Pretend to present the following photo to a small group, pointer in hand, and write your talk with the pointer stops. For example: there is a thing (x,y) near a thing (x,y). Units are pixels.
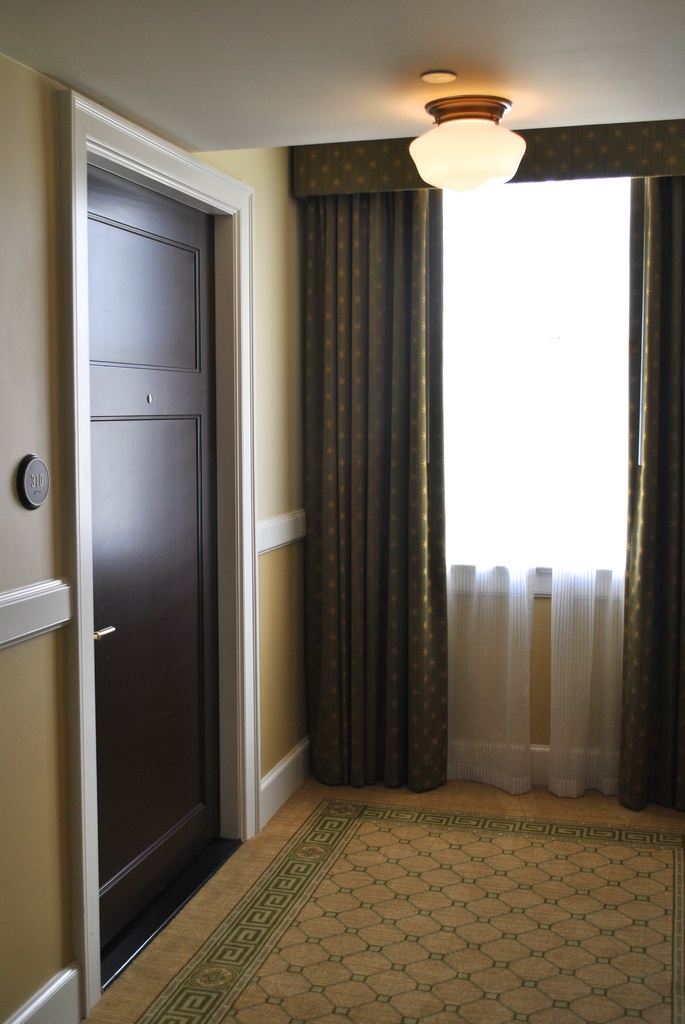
This picture is clicked inside the room (588,634). In the foreground (537,890) we can see the floor mat (380,857). On the left (28,492) we can see an object (37,494) attached to the wall (19,434). In the background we can see the curtains (373,275). At the top (312,30) there is a roof (486,10) and the light (463,171) and we can see some other objects (135,236).
